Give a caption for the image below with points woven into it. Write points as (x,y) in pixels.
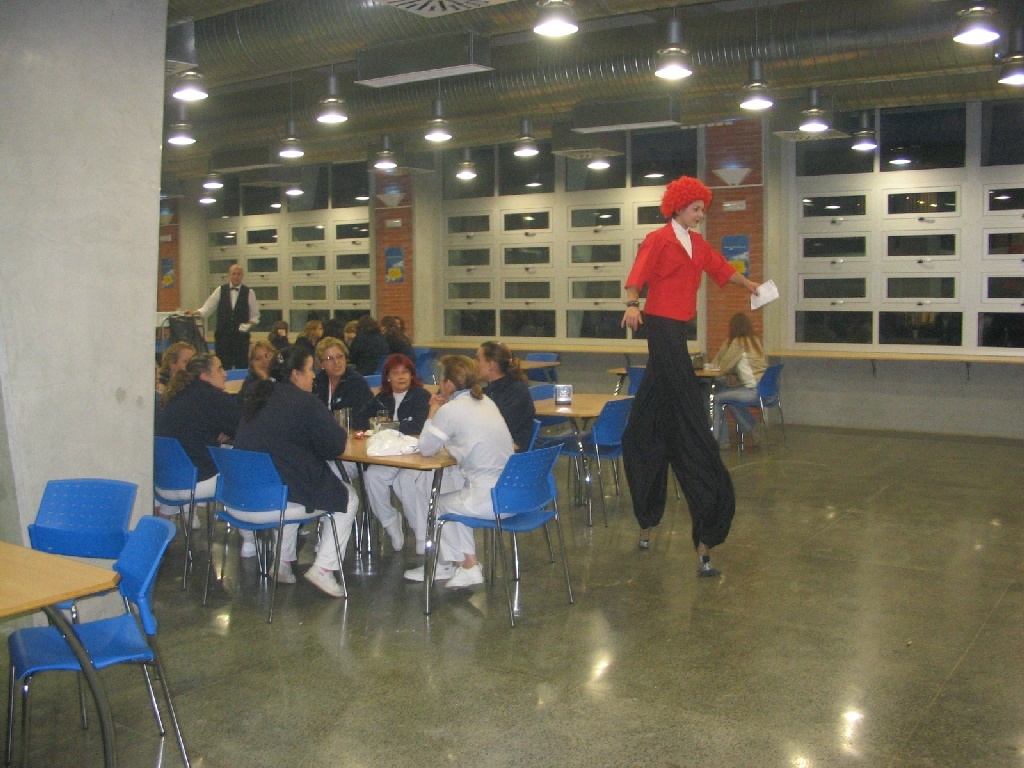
In this image, There is a floor (748,584) which is in black color, There are some chairs (79,521) which are in blue color and there are some table (50,598) in yellow color, There are some people (491,476) sitting on the chairs (518,459), In the middle (676,416) there is a person (673,399) wearing black color and red color cloth (675,306) walking, In the background (939,231) there are white color windows (849,222) glass window (577,175), In the top (667,74) there are some light (549,30) in white color hanging on the roof (643,59).
